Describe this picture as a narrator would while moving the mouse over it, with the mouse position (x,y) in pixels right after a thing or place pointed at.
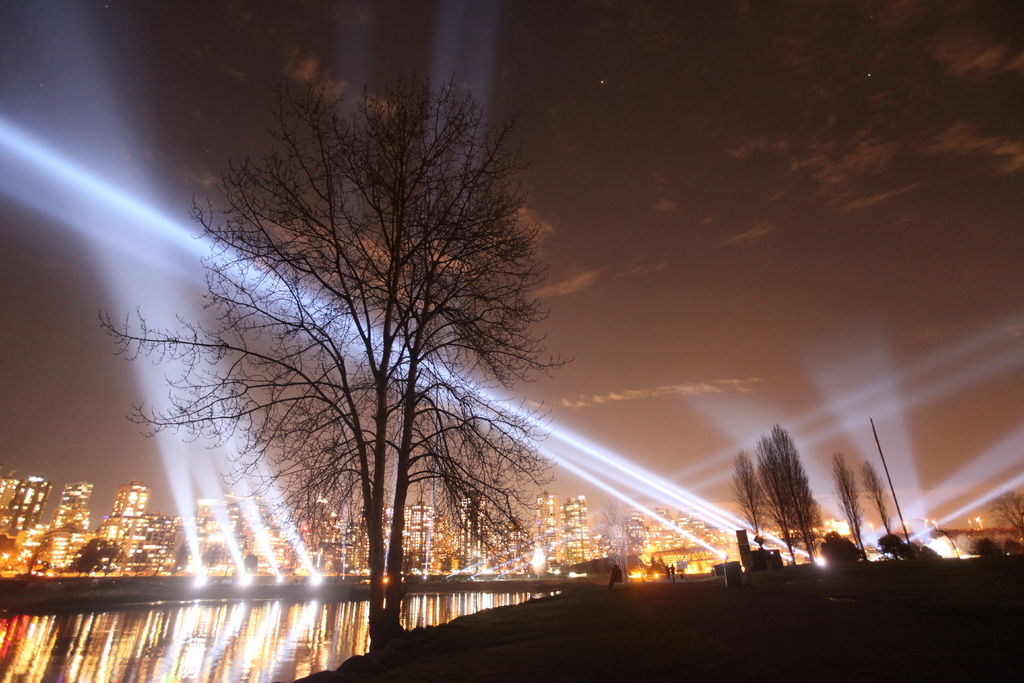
In this image we can see number of trees (750,514) and a lake (208,625) and in the background (320,565) we can see lights (244,580) and a city (16,509) with full of buildings (240,513). We can also see sky (592,147) of night view.
